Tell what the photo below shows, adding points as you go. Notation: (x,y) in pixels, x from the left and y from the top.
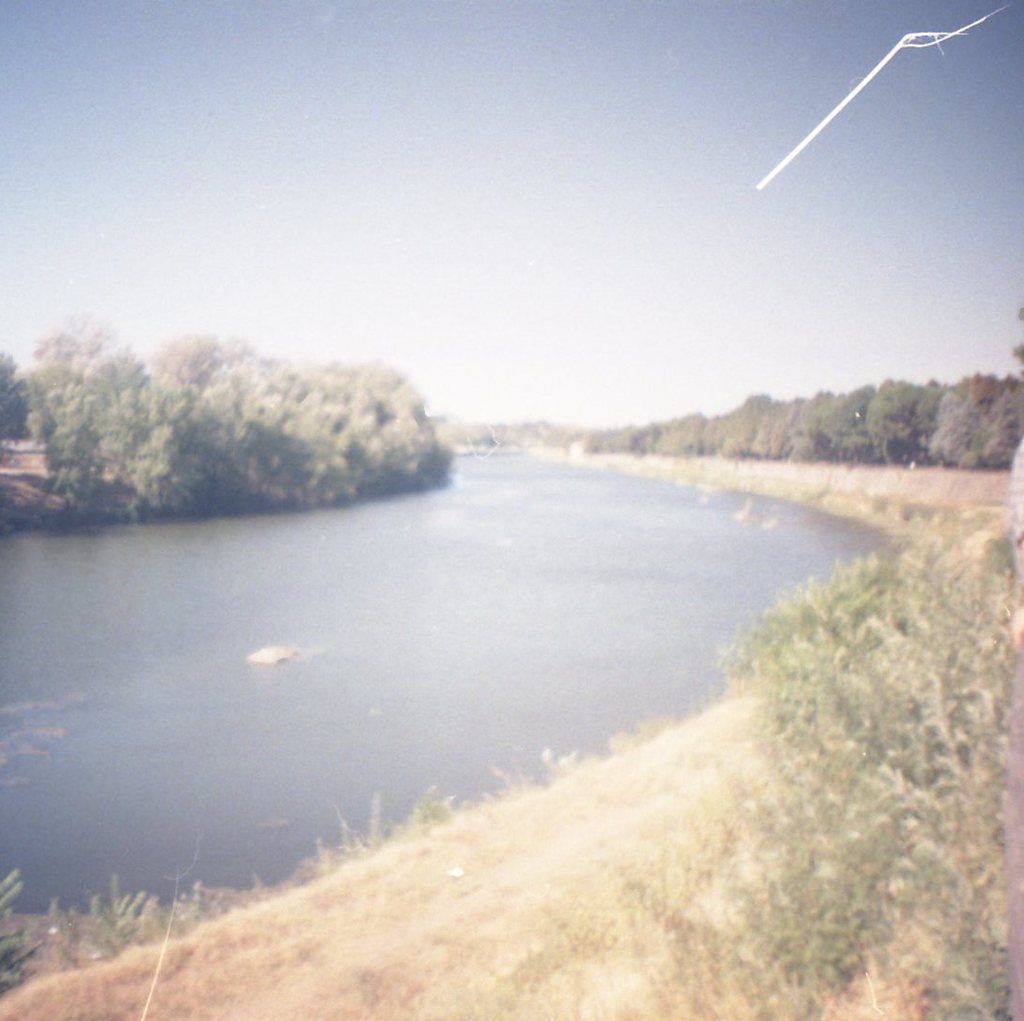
In this picture I can see there is a river (317,700) and there are few rocks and there are few plants (951,789) and trees (953,466) at right (814,433) and there are a few more trees (166,409) at left (116,392) and the sky (613,329) is clear.
